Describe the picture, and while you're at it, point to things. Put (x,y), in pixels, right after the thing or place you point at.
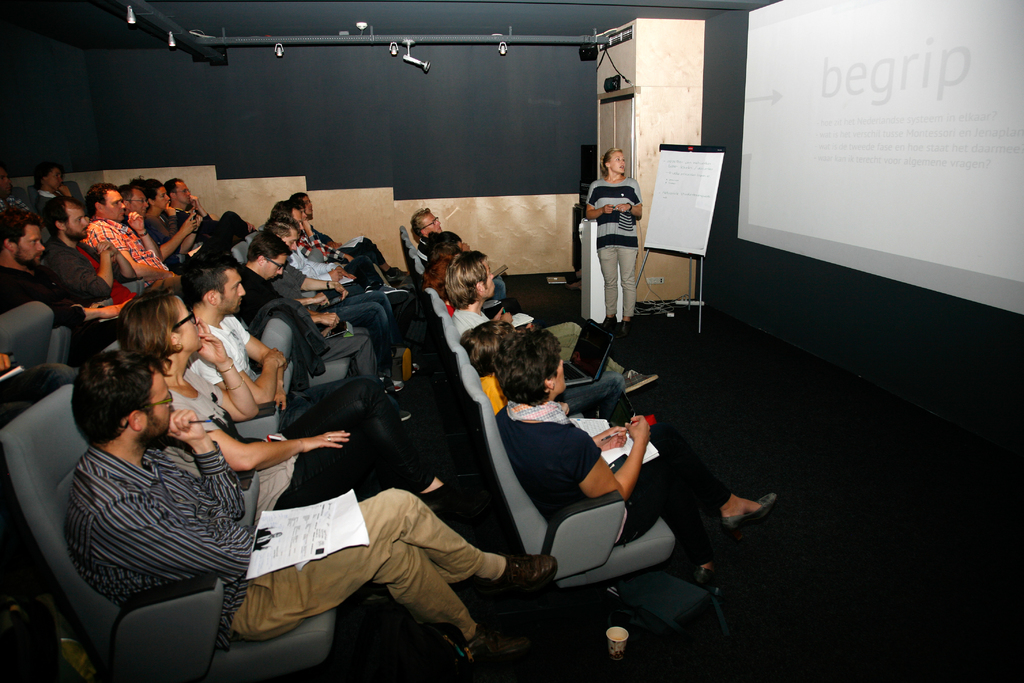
This is an inside view of a room (371,173). On the left side (177,424) few people (177,424) are sitting on the chairs (131,609) facing towards the right side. On the right side (908,221) there is a screen (887,143) on which I can see the text (830,127). Beside the screen (932,168) a person (615,223) standing and also there is a board (696,221). At the back of this person (634,185) there is a cupboard (655,111). In the background (458,111), I can see the wall (283,145).
